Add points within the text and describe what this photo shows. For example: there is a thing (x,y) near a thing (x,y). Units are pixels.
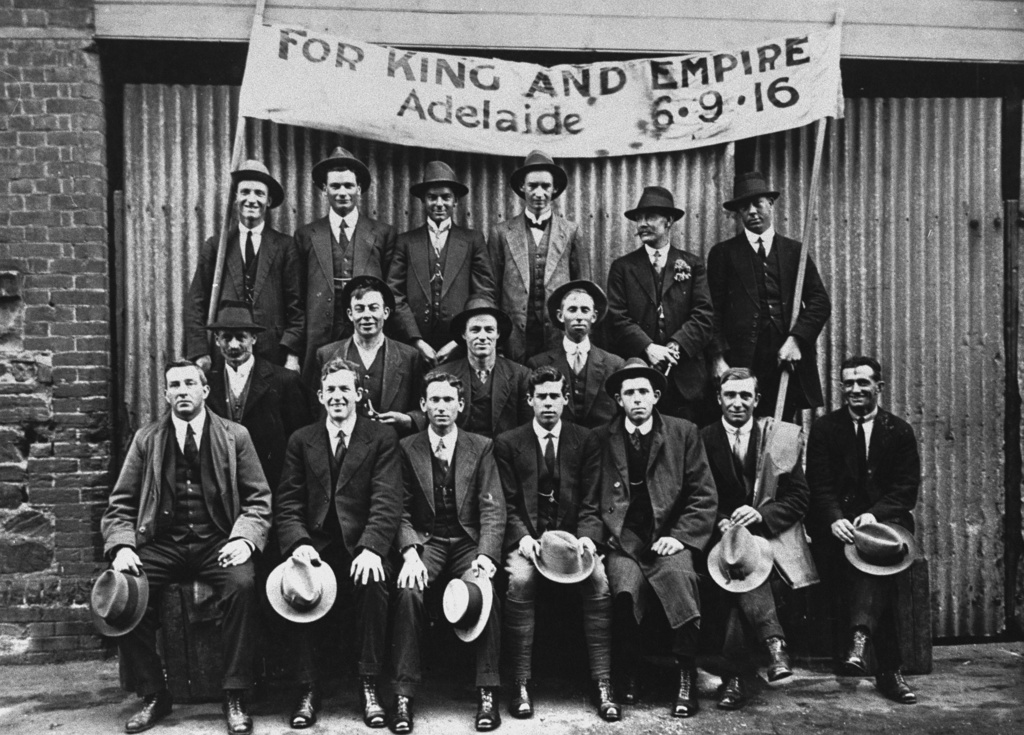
In the image we can see there are people (464,397) sitting and holding hats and others (570,253) are standing and holding banner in their hand (205,367) and wearing hat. They are wearing formal suits (138,513) and the image is in black and white colour.
